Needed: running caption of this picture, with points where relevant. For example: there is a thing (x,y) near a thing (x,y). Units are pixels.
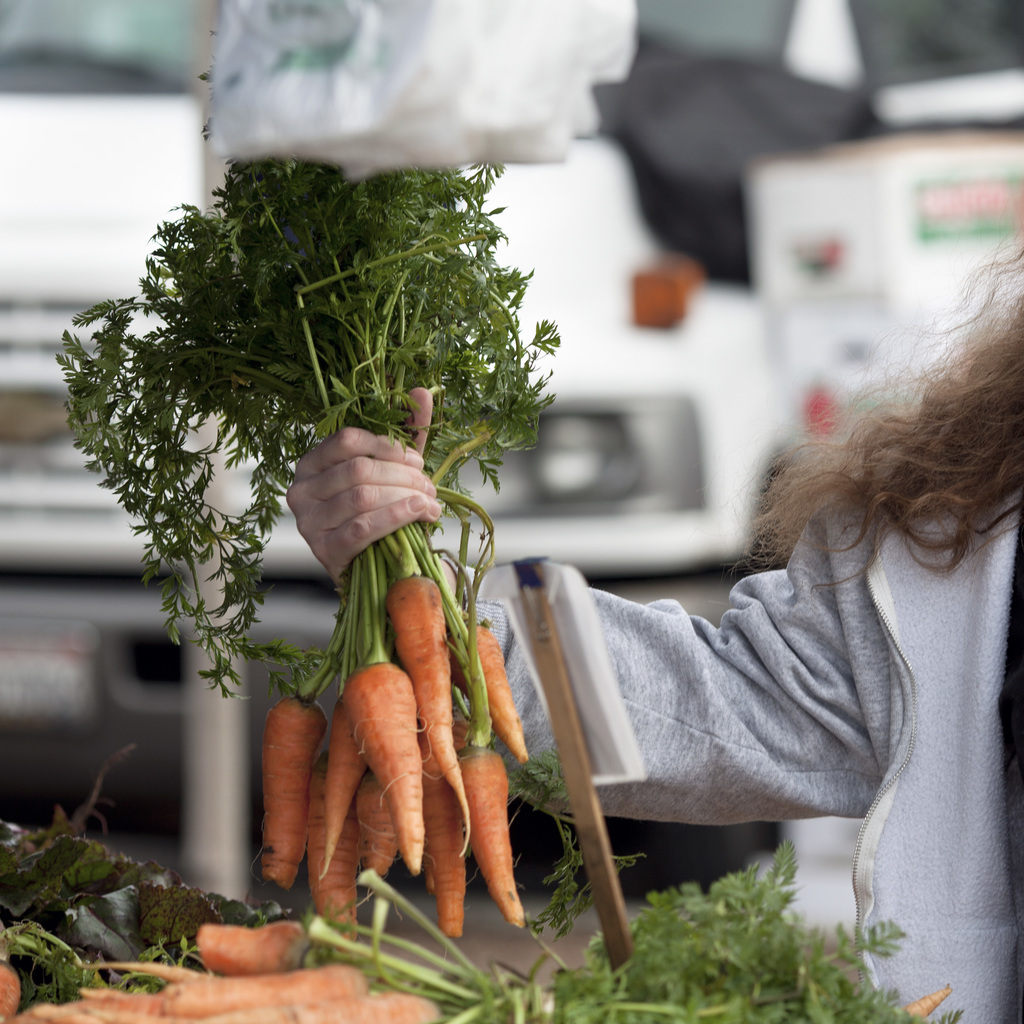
In this image there is a vegetable (319,873) in the front (371,782), in the hand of the person (833,601) and the background (905,234) is blurry.
